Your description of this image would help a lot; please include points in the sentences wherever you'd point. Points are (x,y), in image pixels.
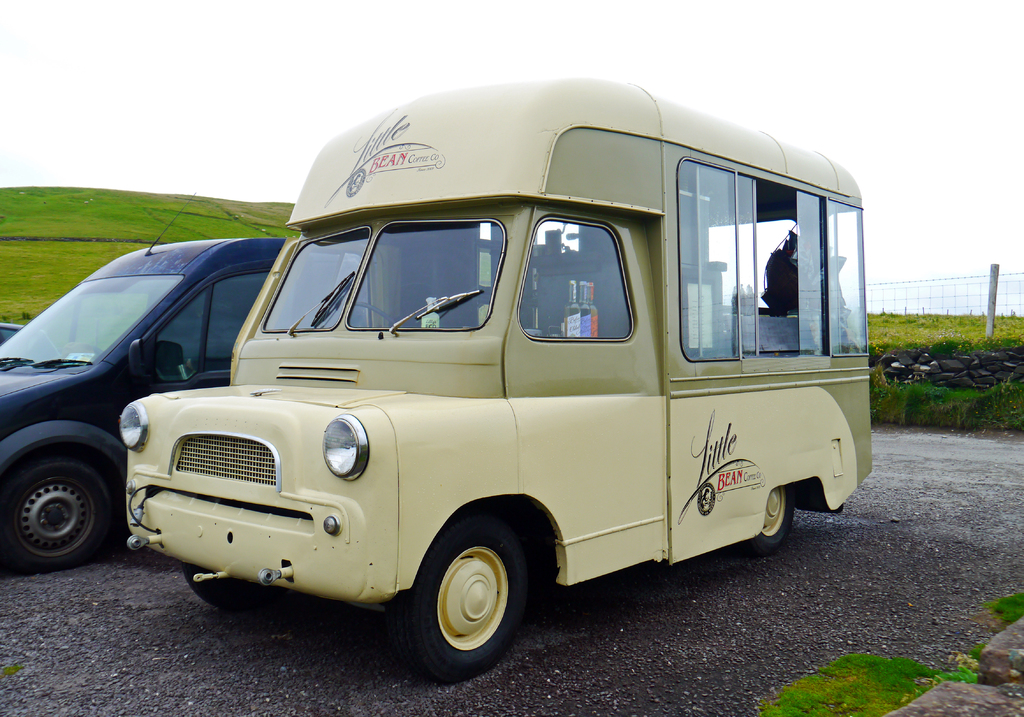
In this image we can see vehicles (441,498) on the road (621,637). In the background (190,235), there is grass (119,218) on the land (88,233). At the top of the image (703,20), there is the sky (524,14). We can see fencing (991,309) on the right side of the image (996,315).
